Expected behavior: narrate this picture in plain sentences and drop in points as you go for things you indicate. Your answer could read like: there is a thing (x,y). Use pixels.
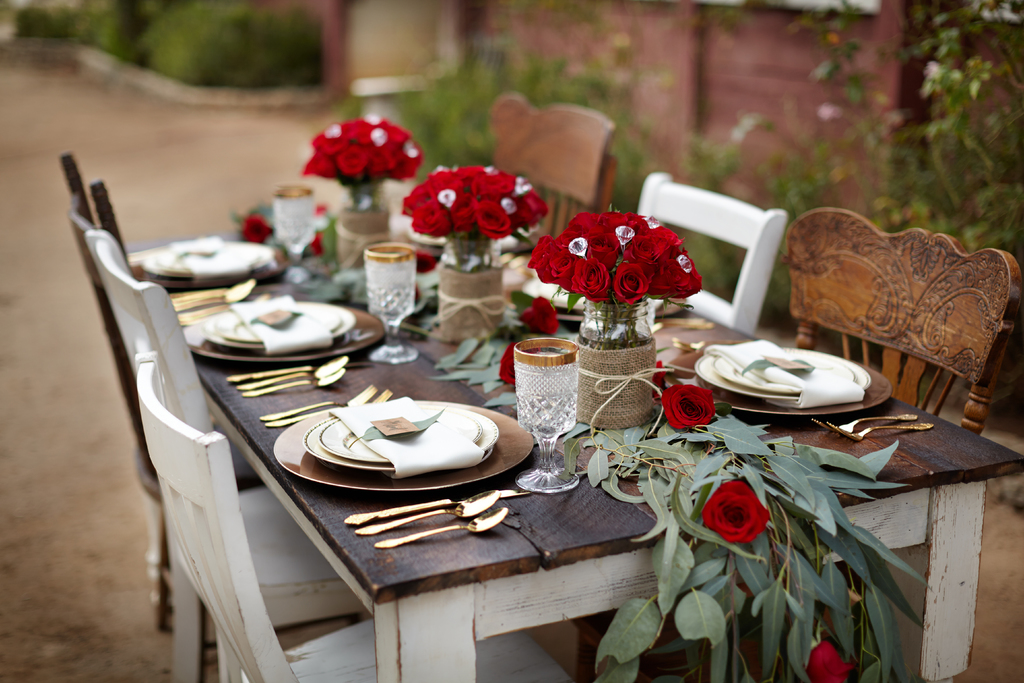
In this image i can see a dining table (606,541) with chairs (278,554) around it. On the table (402,368) i can see 3 flower bouquets (640,245), plates (346,449) with spoons (467,503) and forks (358,400), and glasses (539,367) on it.
